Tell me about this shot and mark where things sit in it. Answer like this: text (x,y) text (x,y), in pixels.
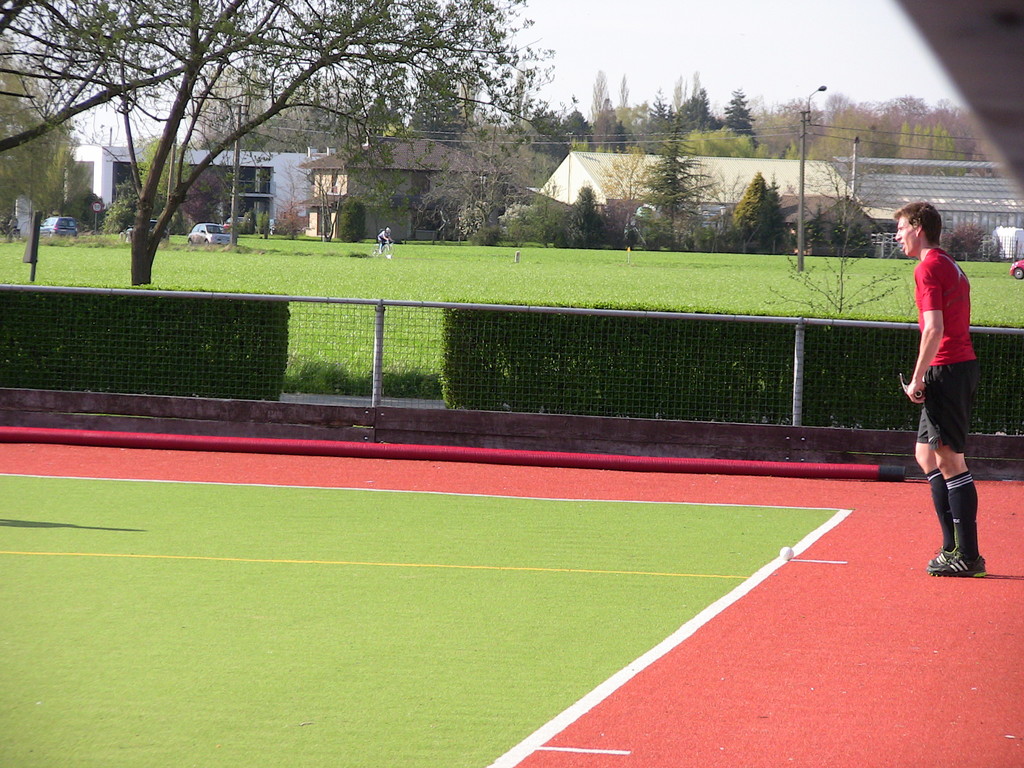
In the foreground (1023,549) I can see a person (939,568) is standing on the ground (871,531). In the background (454,345) I can see a fence (381,325), grass (421,342), trees (137,276), light poles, wires (821,134), vehicles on the road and houses (414,161). At the top (536,62) I can see the sky (613,96). This image is taken during a day on the ground (65,605).
